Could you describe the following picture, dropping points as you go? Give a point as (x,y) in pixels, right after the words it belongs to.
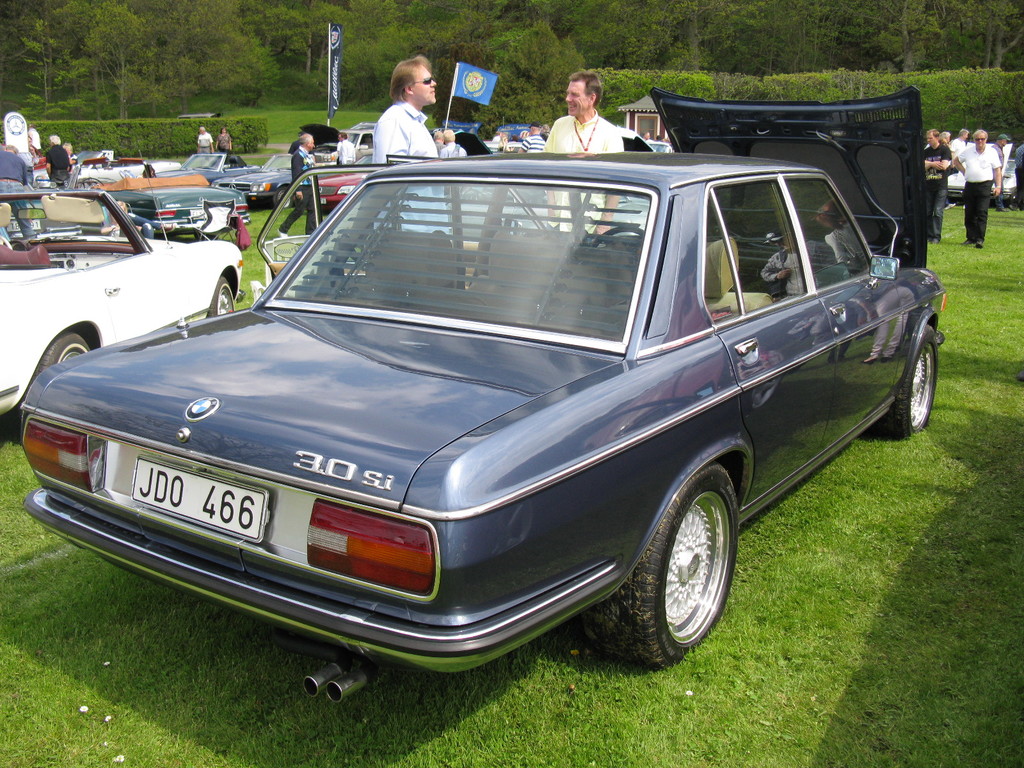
In this image I can see many vehicles (507,526) on the ground (657,691). To the side of these vehicles (261,471) I can see the group of people (568,151) with different color dresses (349,163). In the background (350,77) I can see the banner (334,98), flag (464,86), a small hut (645,124) and many trees (324,103).
